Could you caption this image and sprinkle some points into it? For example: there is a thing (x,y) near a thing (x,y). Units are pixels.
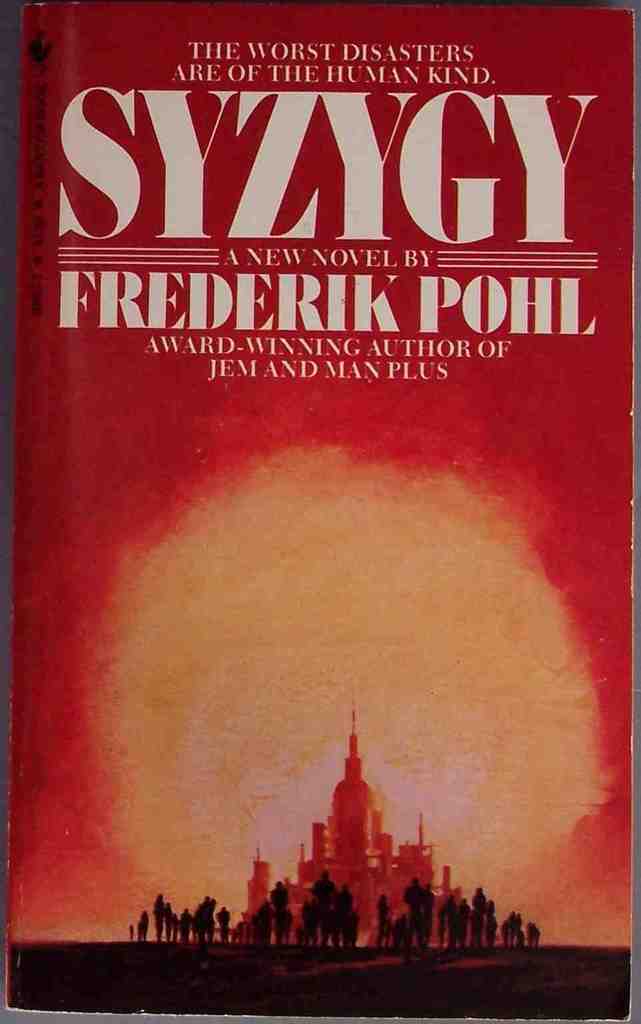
In this image, we can see a book (438,769). In the book (246,955), we can see some pictures (316,796) and some text (550,169) written in the book (566,174).
